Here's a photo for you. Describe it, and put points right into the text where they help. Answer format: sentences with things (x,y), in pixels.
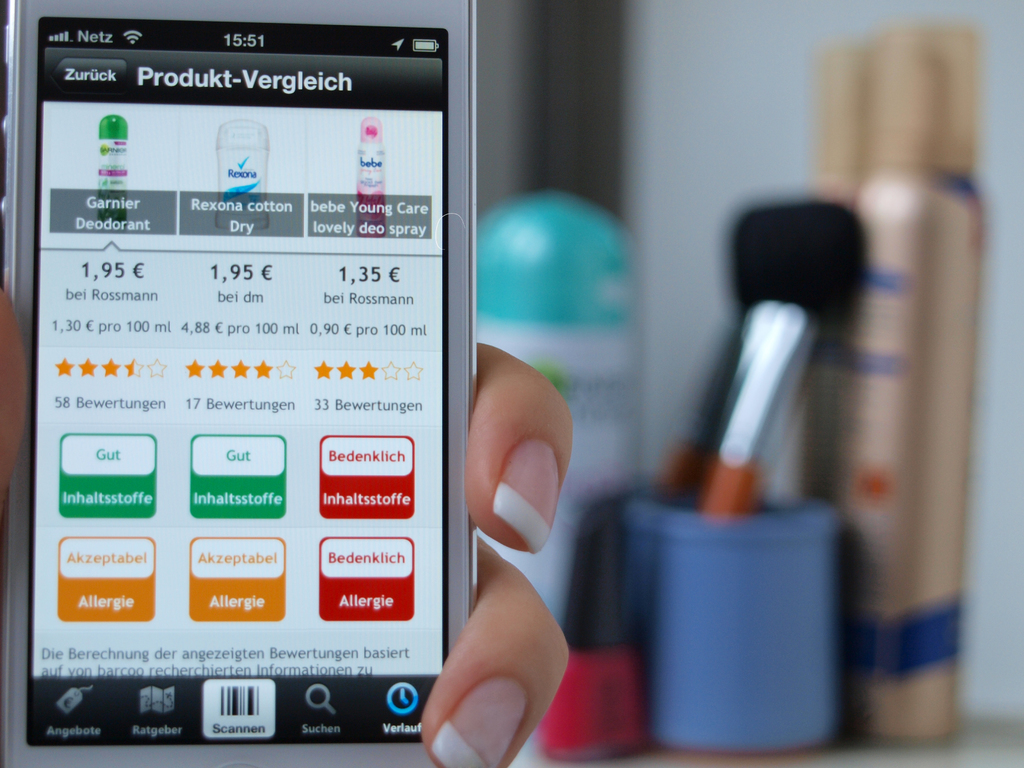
In this picture we can see a person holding a mobile (167,424), only person hand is visible. Behind the mobile (400,433) there are some blurred items (597,368) and a wall (653,99).
